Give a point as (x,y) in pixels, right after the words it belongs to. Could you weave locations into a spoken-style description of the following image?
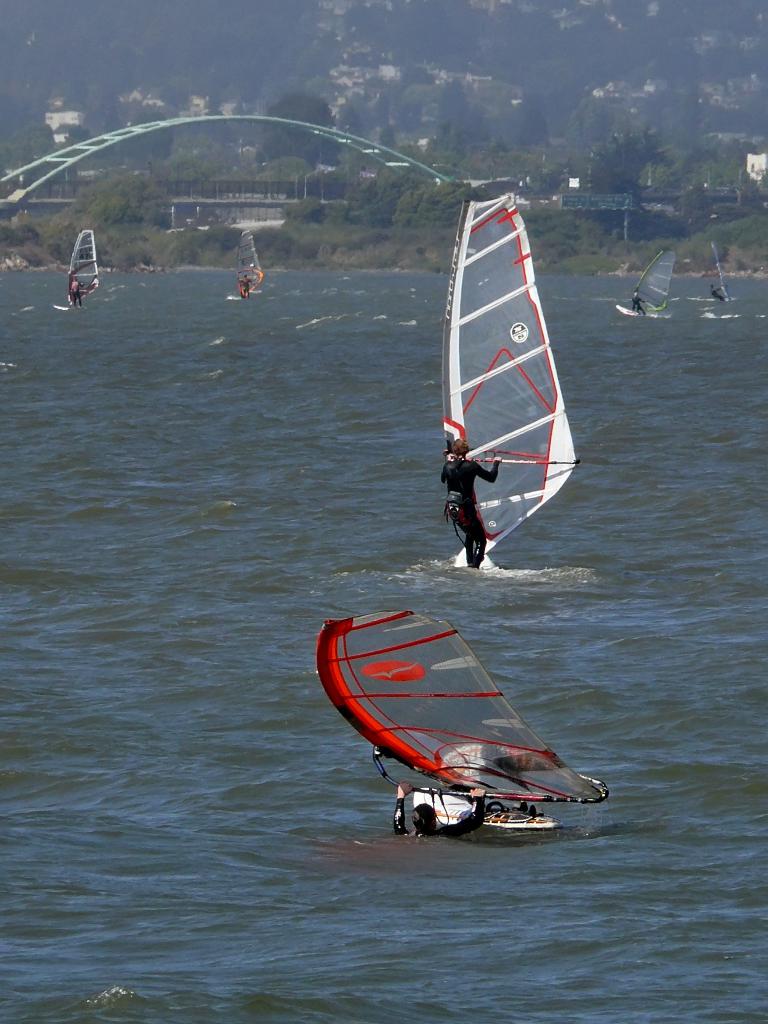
In this image we can see people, water (636,392) and trees (373,196).
